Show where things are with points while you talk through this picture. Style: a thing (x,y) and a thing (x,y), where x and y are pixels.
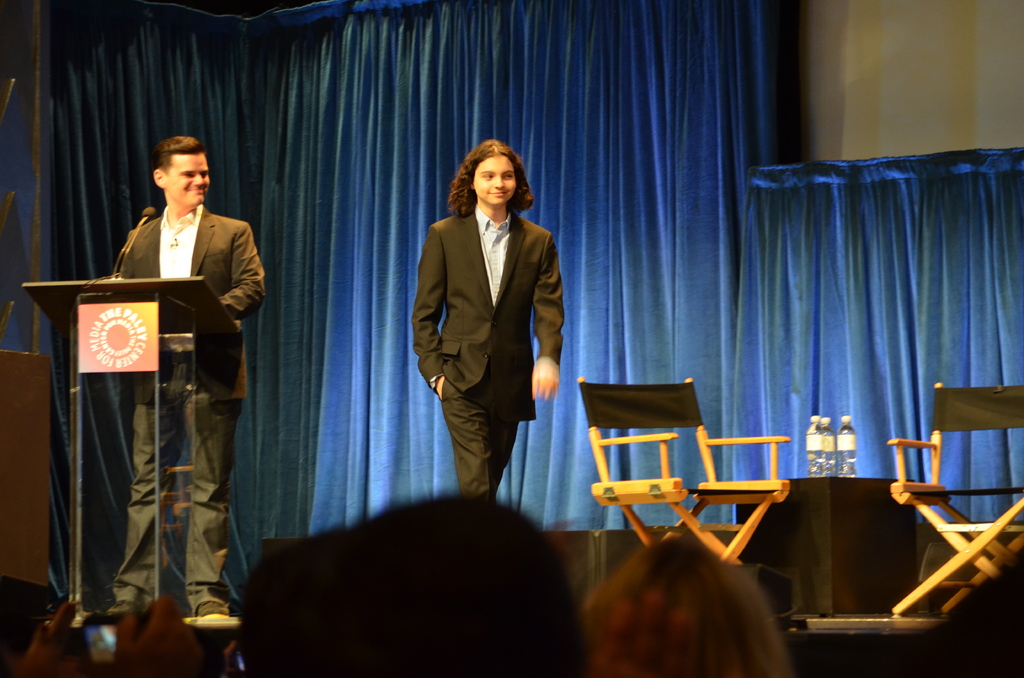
There are two people (474,361) on a stage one is smiling and standing at the podium (112,424), another one is walking. At the back (591,147) there is a blue curtain (633,96), there are two chairs (680,500) and water bottles (825,433) on a table (875,547), at the bottom of the image (152,636) one of the audience (167,635) is holding the phone (105,637).
